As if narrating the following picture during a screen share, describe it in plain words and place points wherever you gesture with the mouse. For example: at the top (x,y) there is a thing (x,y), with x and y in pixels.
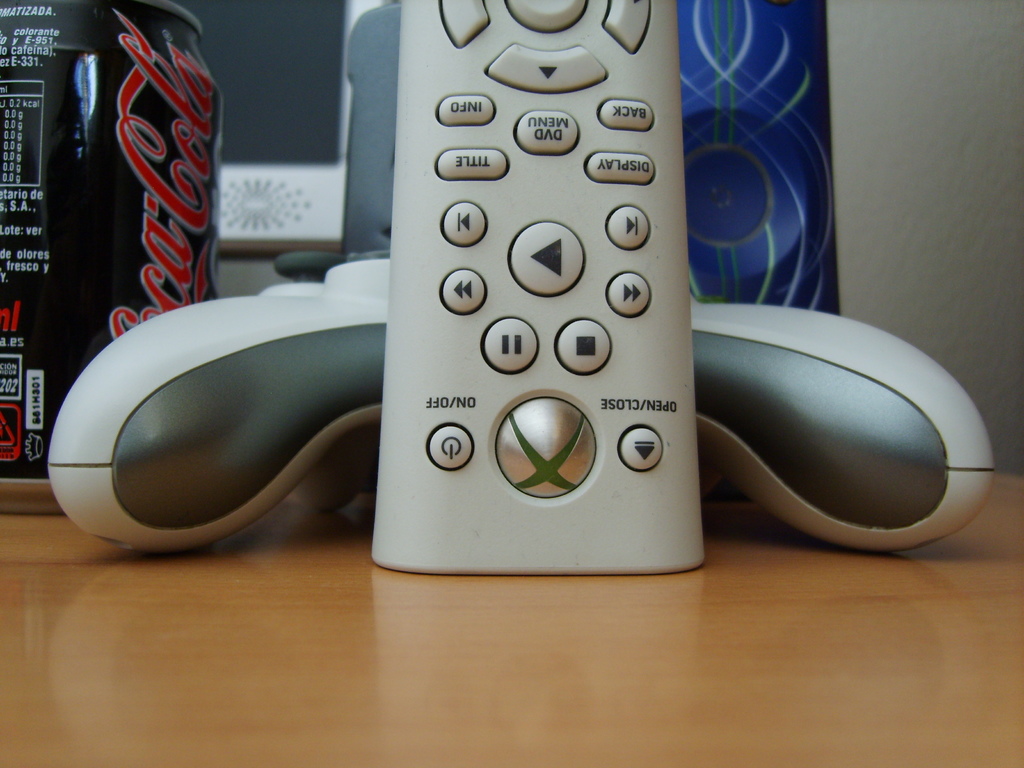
In this image, we can see a wooden surface (589,668), there is a remote (536,43), coke can (118,213) and other objects (877,371) on the wooden surface (1023,481). On the right side (972,252), we can see the wall (937,243).
